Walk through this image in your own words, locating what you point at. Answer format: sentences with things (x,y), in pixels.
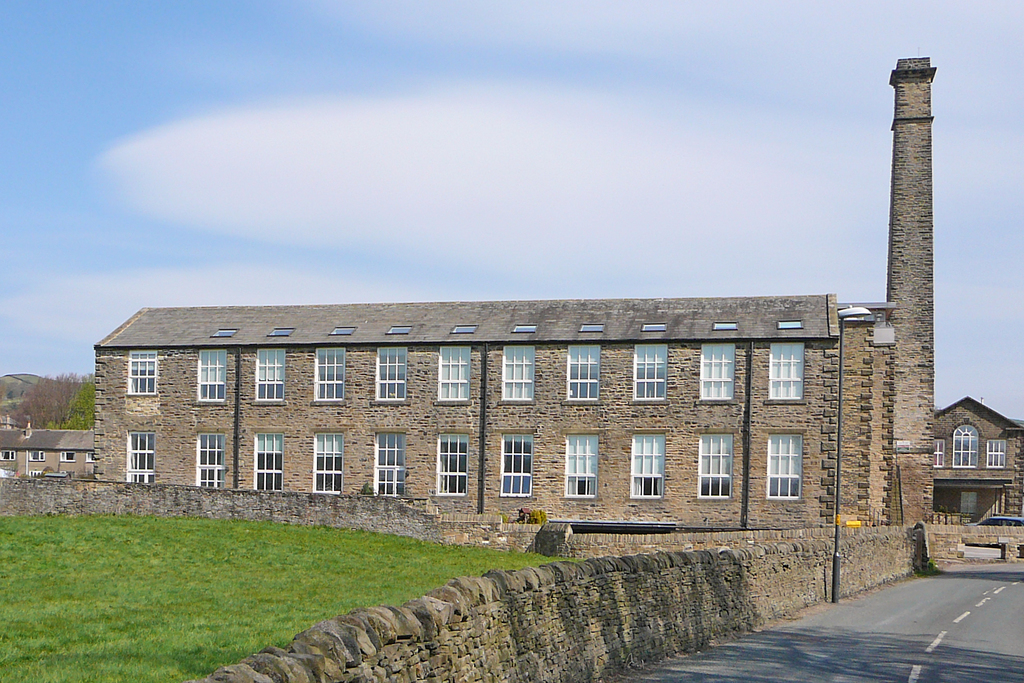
In this image there is the sky (432,171) truncated towards the top of the image (344,81), there are clouds (394,151) in the sky (410,86), there are houses (623,412), there is a house (955,444) truncated towards the right of the image (973,424), there is a house (84,433) truncated towards the left of the image (59,456), there are windows (260,387), there is a tower (919,277), there are trees (84,400), there is an object (24,385) truncated towards the left of the image (12,379), there is grass (215,591) truncated towards the bottom of the image (142,591), there is wall (253,515) truncated towards the left of the image (97,502), there is a pole (840,404), there is a street light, there is a vehicle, there is road (935,625) truncated towards the right of the image (999,615).
